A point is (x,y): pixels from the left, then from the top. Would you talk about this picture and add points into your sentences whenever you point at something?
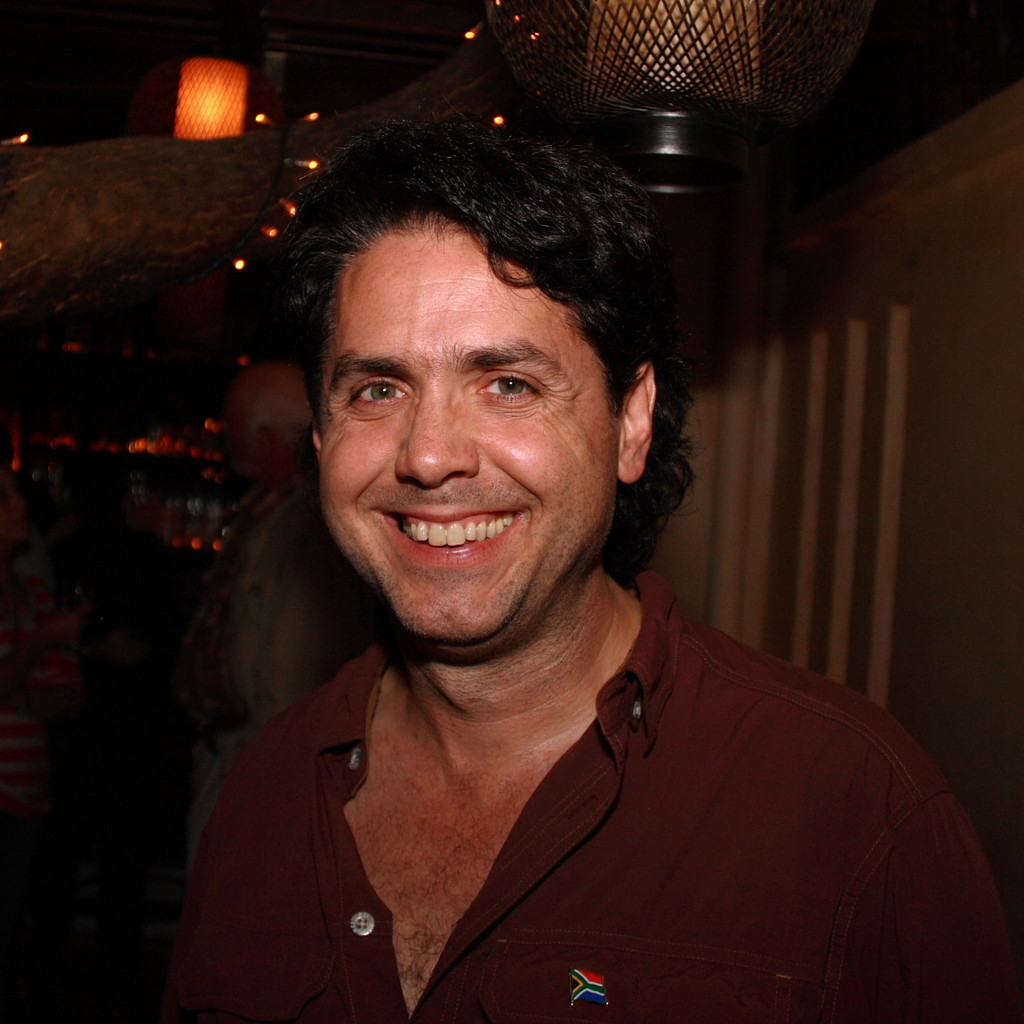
In this image there is a man (601,826) standing. He is smiling. In the top left (121,239) there is a branch (416,114) of a tree (101,217). To the branch (261,205) there are fairy lights (274,120) hanging. There are lamps (214,79) hanging to the ceiling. Behind the man (300,715) there is another person (229,620) standing. To the right (871,515) there is a wall (792,457). The background (176,413) is dark.
